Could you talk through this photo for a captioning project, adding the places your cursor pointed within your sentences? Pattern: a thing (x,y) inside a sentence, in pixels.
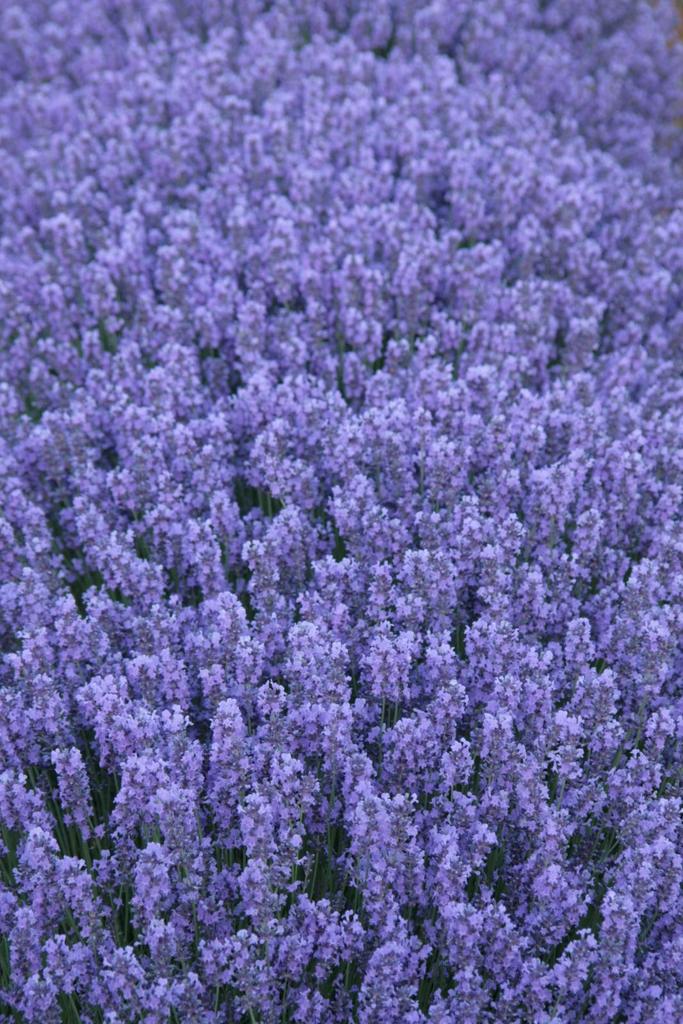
In this picture we can see some plants (184,483) and leaves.
